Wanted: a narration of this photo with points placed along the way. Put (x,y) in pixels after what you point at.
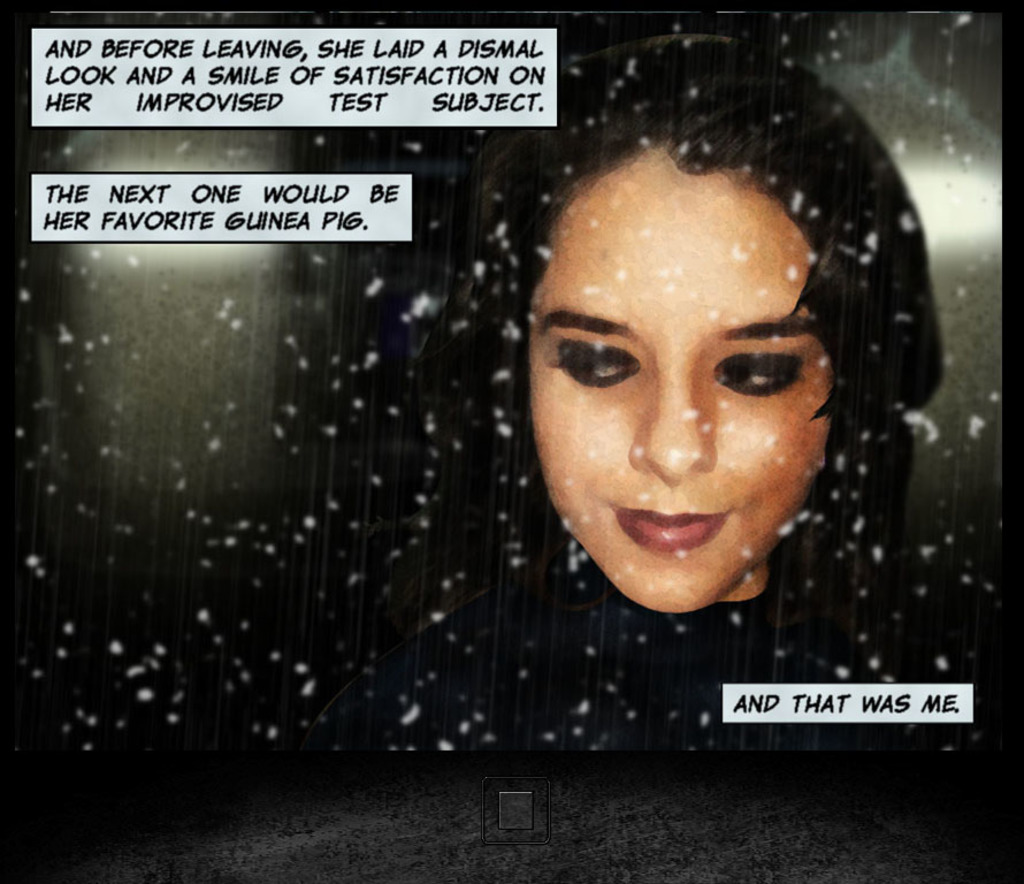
In this image we can see a lady (763,494). Also some text (313,189) are on the image. At the bottom of the image (534,812) there is a button (487,816).
